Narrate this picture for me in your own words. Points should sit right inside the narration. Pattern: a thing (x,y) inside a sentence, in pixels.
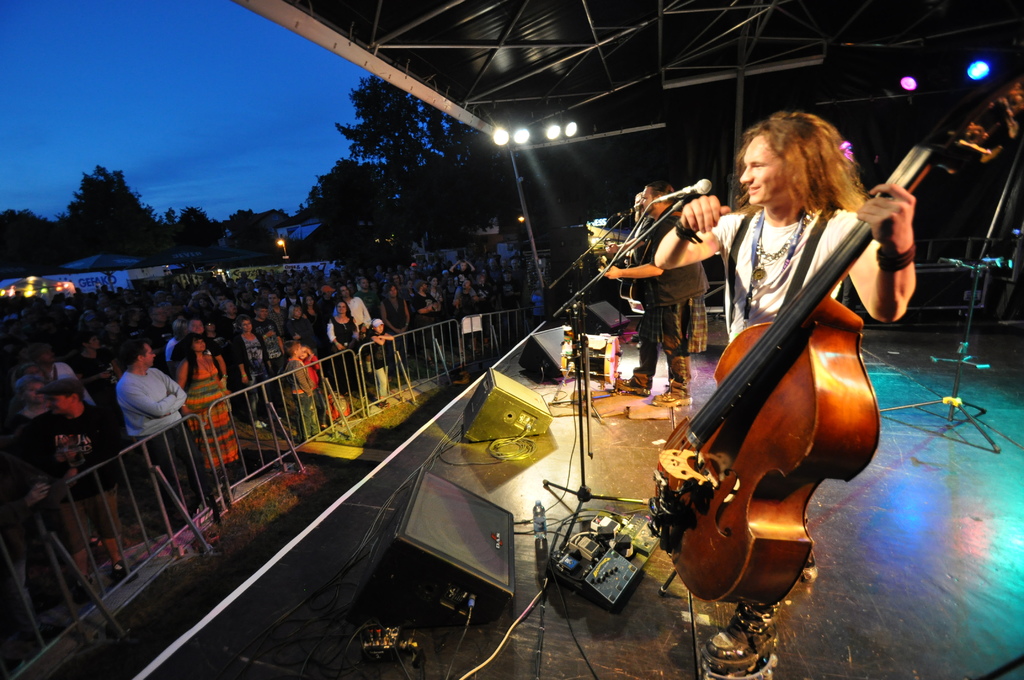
In this picture we can see two men (804,263) on stage (883,440) holding double bass (723,382) in his hand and singing on mic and in front of them we can see a crowd of people (272,307) standing and looking at them beside fence (447,360) and in background (130,228) we can see trees (338,222), sky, lights (52,288), tent (96,267).
